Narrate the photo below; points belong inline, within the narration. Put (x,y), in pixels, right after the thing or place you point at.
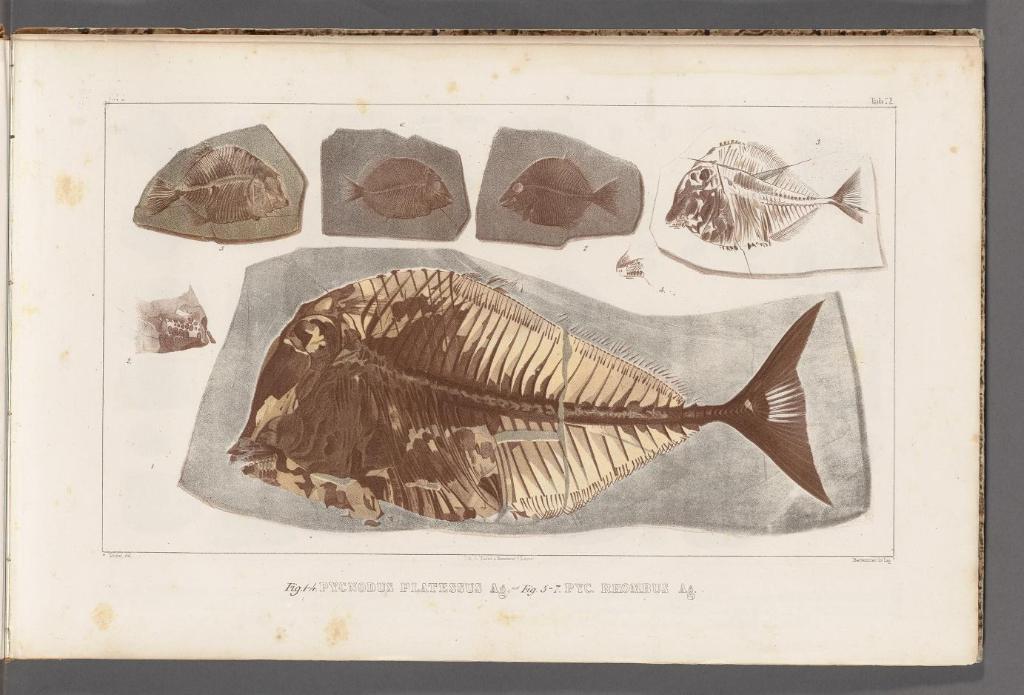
This image consists of a paper (207,217) with a few images (377,303) of fish (698,411) and there is a text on it. In this image the background (262,20) is gray in color.
